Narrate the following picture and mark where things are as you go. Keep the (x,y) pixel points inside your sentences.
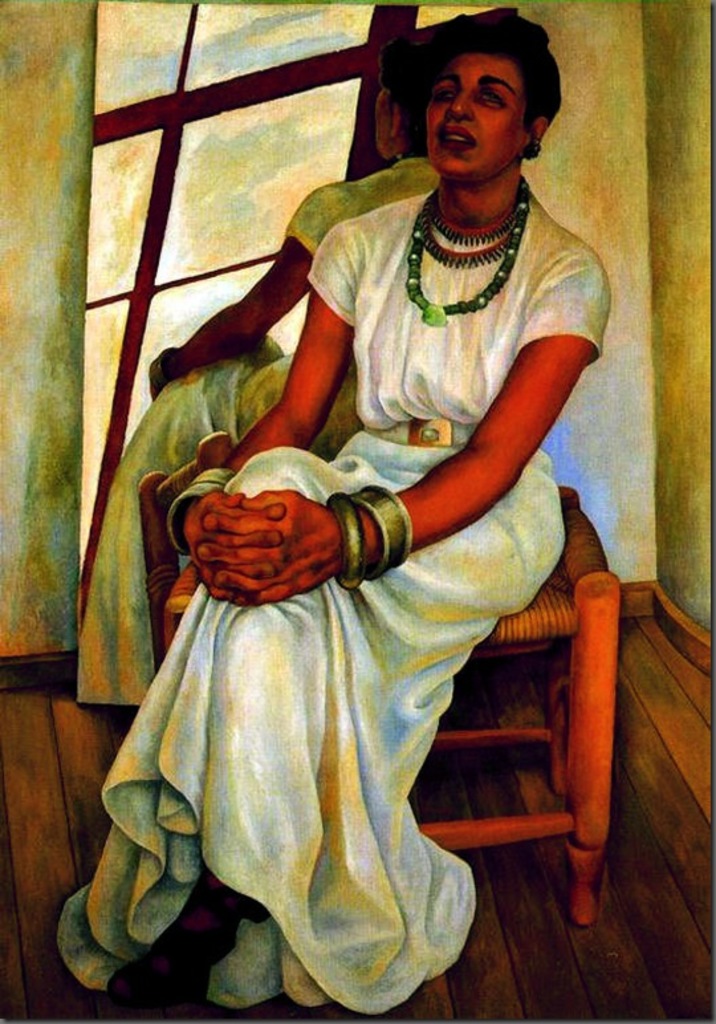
This is the painting of a lady (304,789) who is wearing white color dress (355,758) and sitting on chair (574,624). Behind mirror (127,240) is there.
